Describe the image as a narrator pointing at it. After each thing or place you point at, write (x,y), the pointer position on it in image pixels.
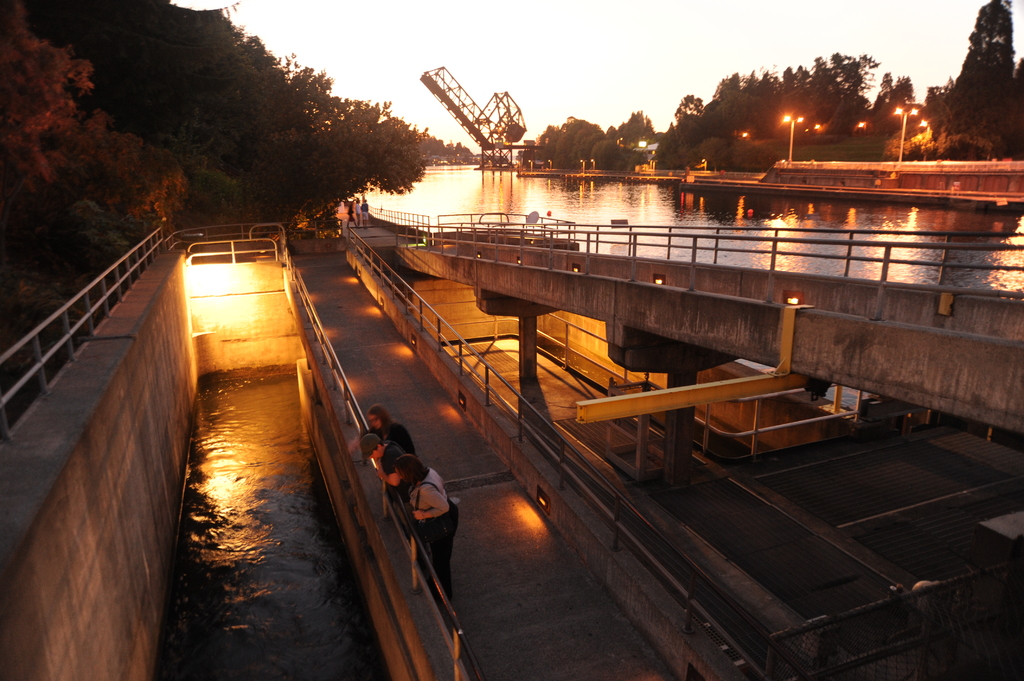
In this picture I can observe a river (463,173). There are three members (406,488) standing behind the railing (374,465). On the right (909,112) I can observe some lights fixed to the poles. In the background (314,135) there are trees (195,139) and a sky (463,45).
